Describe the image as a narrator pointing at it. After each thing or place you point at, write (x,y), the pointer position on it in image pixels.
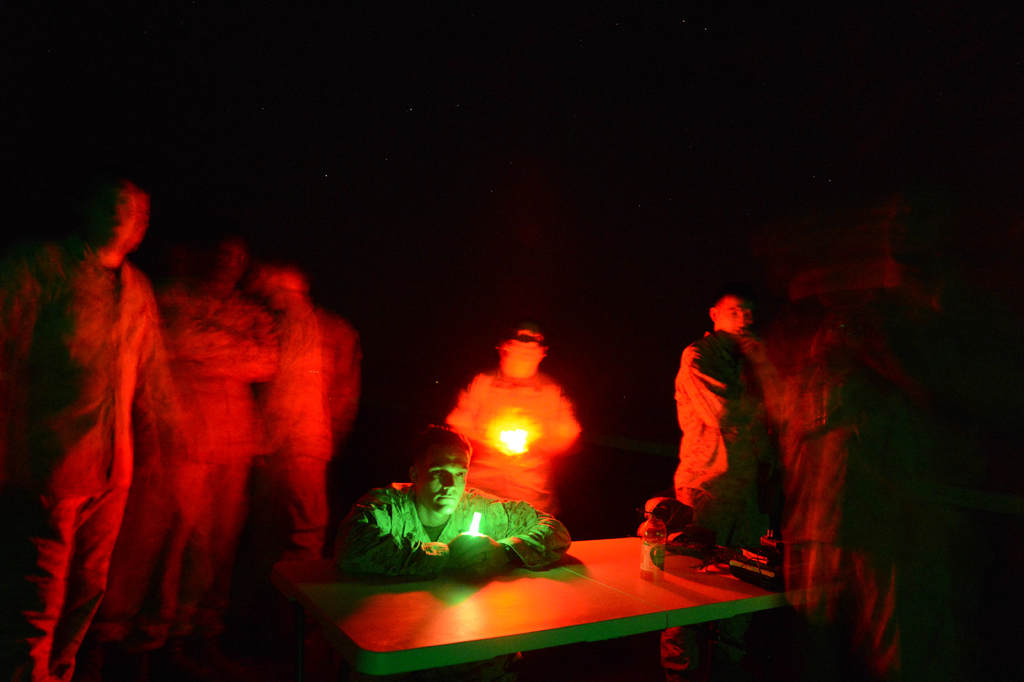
In this image we can see a group of persons (774,428). In the middle (499,432) we can see a person (537,412) holding a light (523,427). In the foreground (456,582) there are few objects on a table (548,618). The background of the image (41,70) is dark.
